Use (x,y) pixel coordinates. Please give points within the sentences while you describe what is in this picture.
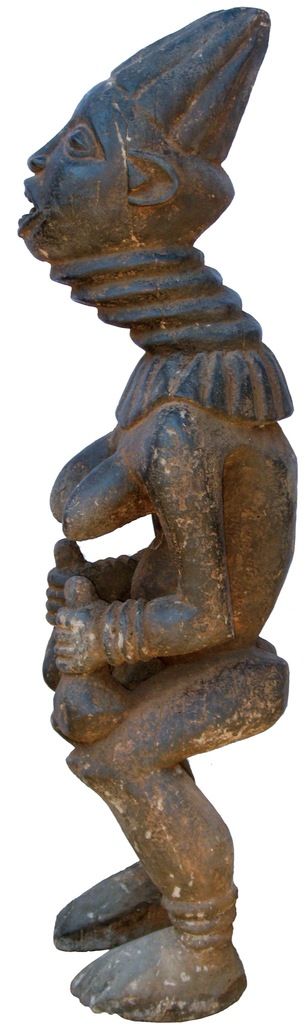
In this image I can see a sculpture (206,723) in the front (104,491) and in the background (20,301) I can see white colour. I can also see colour of the sculpture (185,302) is brown.
